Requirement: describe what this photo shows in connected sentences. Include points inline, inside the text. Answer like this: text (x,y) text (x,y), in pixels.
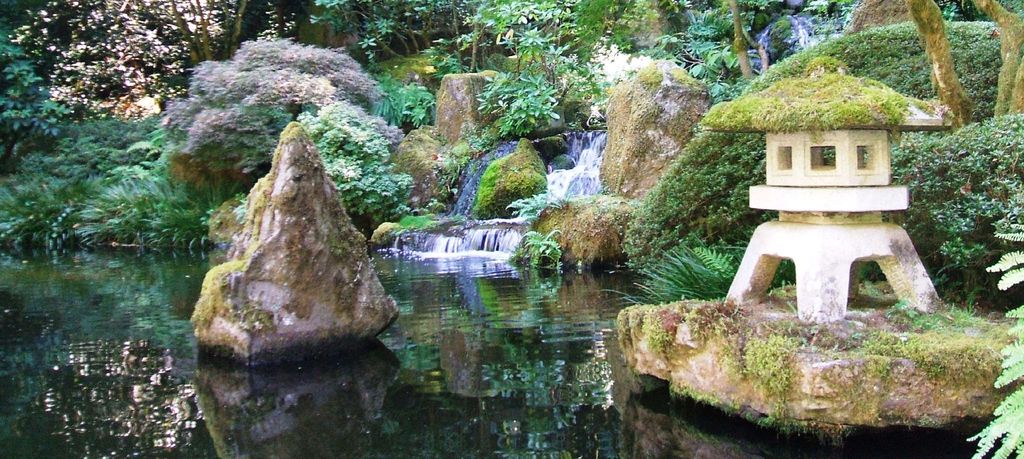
In this image, we can see a waterfall (566,182), few plants (646,217), stones (799,406), water (536,379), trees (361,27).
